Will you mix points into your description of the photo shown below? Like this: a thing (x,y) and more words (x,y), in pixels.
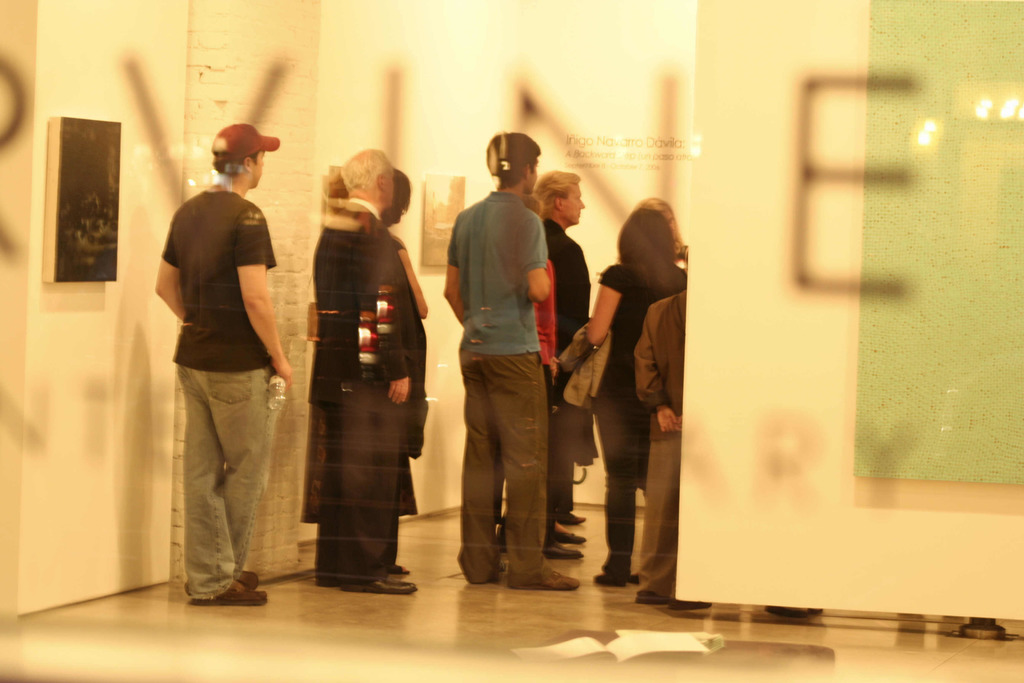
This is a glass door (421,253) and there is a text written on it to the other side. Through the glass door (362,531) we can see few persons (314,395) standing on the floor (599,516), frames (447,236) and a name board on the wall (422,144).
